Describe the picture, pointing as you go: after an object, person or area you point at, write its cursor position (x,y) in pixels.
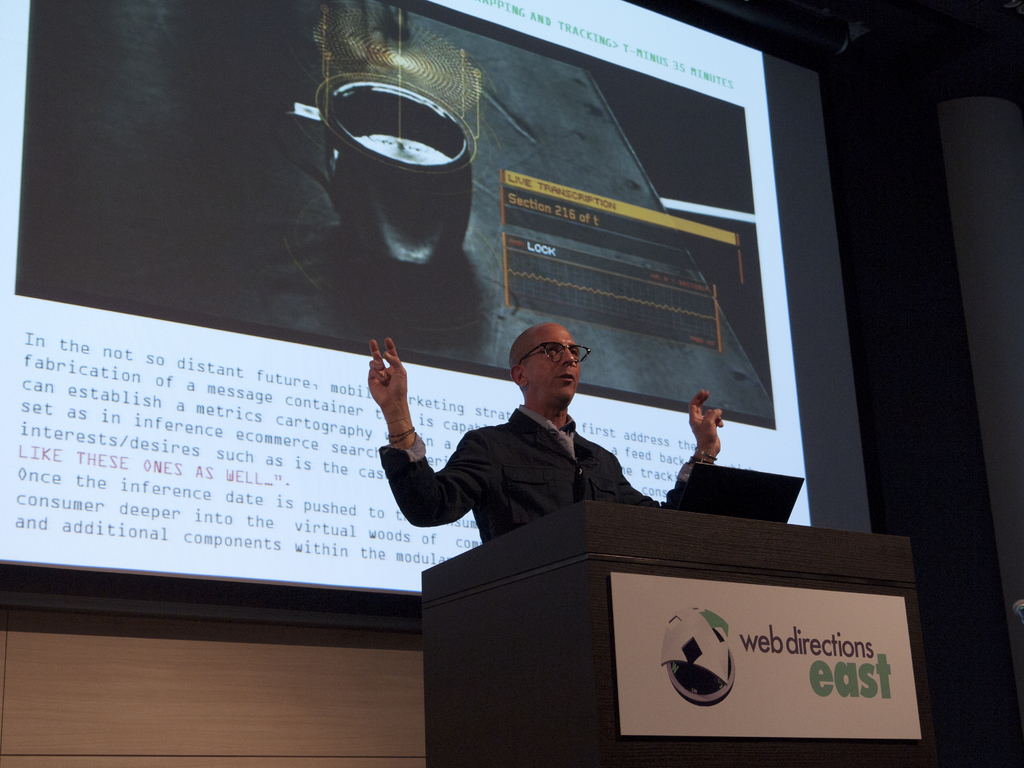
In this picture I can observe a man (525,416) standing in the middle of the picture (513,475) in front of a podium (579,622). Behind him I can observe large screen (447,432). I can observe some text (216,381) in the screen (272,387).
